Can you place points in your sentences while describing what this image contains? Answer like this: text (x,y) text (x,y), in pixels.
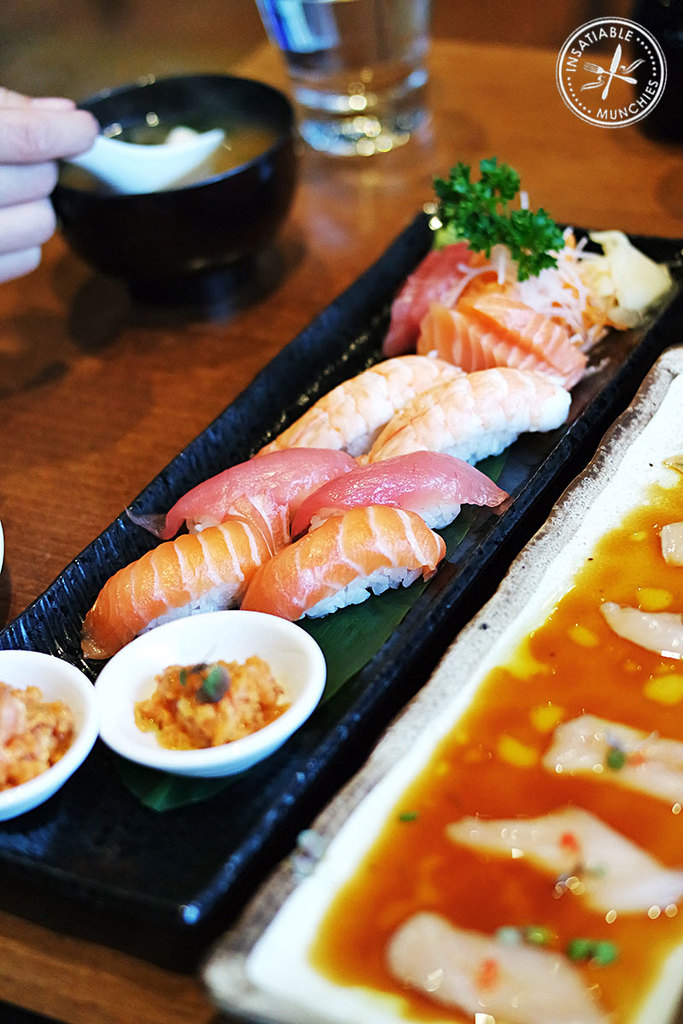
In this picture we can see food (441,545) in the plates (389,677) and bowls (192,657), and also we can find a glass (386,90) on the table (342,292).
